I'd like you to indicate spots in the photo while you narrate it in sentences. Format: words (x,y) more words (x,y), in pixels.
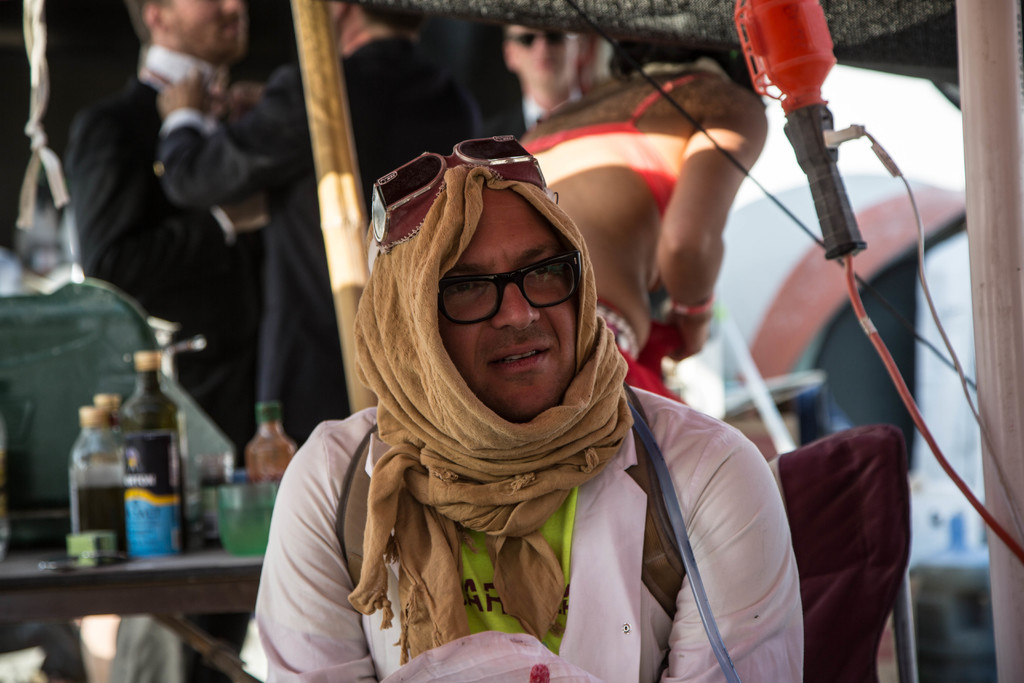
In this picture there is a person (391,361) sitting. At the back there are bottles (136,409) and there is a glass (266,498) on the table (6,584). There are group of people (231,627) standing. On the right side of the image (1018,540) there is a pipe (1013,503).
